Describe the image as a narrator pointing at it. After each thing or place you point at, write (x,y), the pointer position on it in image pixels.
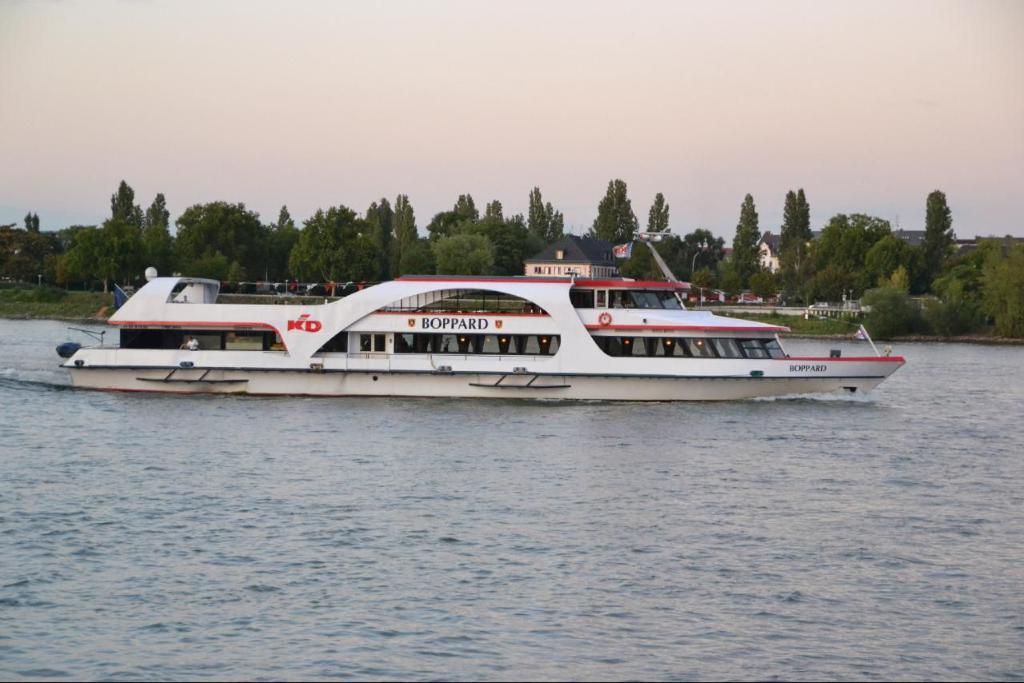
There is a ship (785,384) on the water (639,542). In the background (35,178) we can see trees (962,310), houses (771,260), and sky (708,130).
